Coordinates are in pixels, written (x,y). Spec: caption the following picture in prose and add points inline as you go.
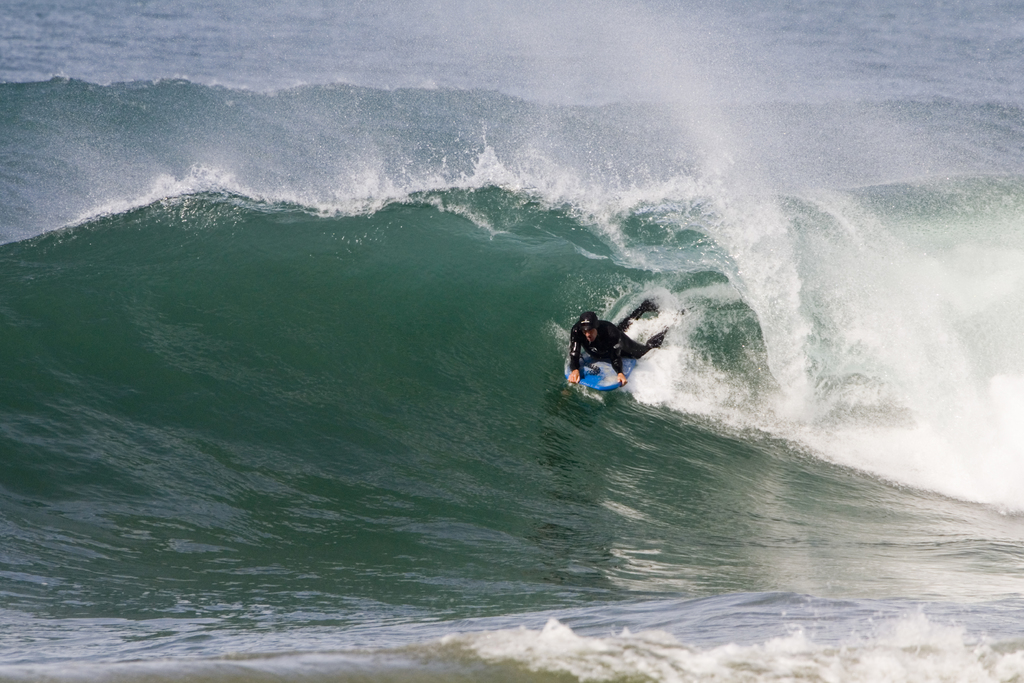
In this picture we can see a man (616,329) wearing a swimming suit (616,346) and lying on a surfboard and surfing on the water (494,367).
